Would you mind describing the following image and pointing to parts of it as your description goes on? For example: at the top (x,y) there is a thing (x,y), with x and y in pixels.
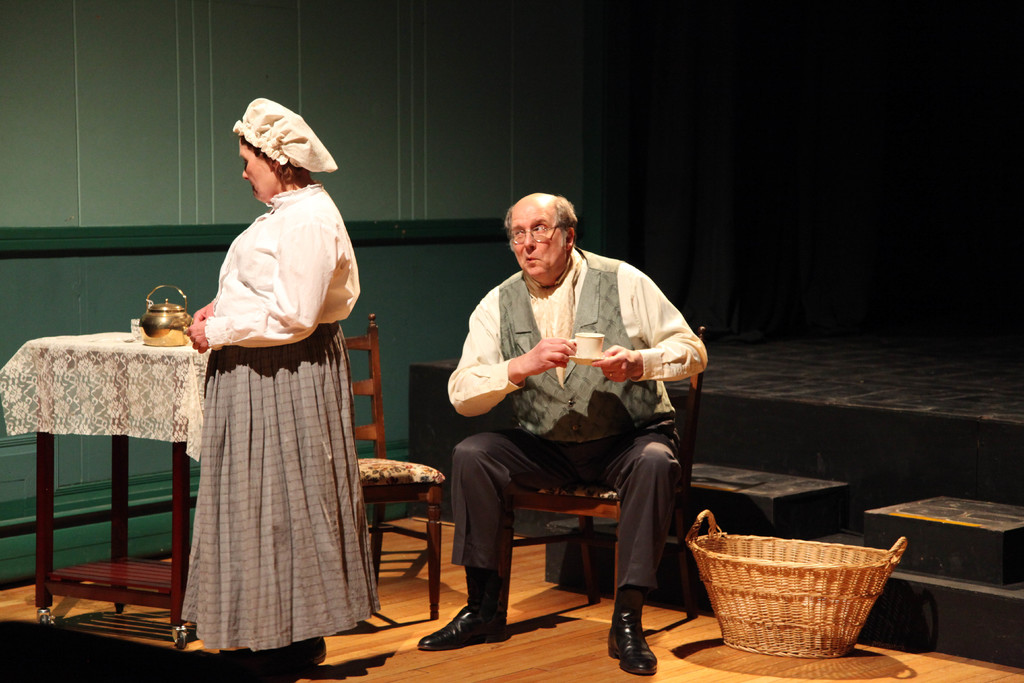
This picture is clicked inside the room (830,484). On the right (809,574) there is a wooden basket (806,579) placed on the ground (797,660) and there is a man (542,270) holding a cup (600,344) and a saucer (584,363) and sitting on the chair (598,490). On the left (280,193) there is a person (278,209) wearing white color dress (287,306) and standing on the ground (782,666). On the left (169,362) there is a chair (406,501) placed on the ground (412,593) and a kettle (162,334) is placed on the top of the table (73,570). In the background (163,248) we can see the wall (347,101), curtain (873,124) and some other objects (702,441).
